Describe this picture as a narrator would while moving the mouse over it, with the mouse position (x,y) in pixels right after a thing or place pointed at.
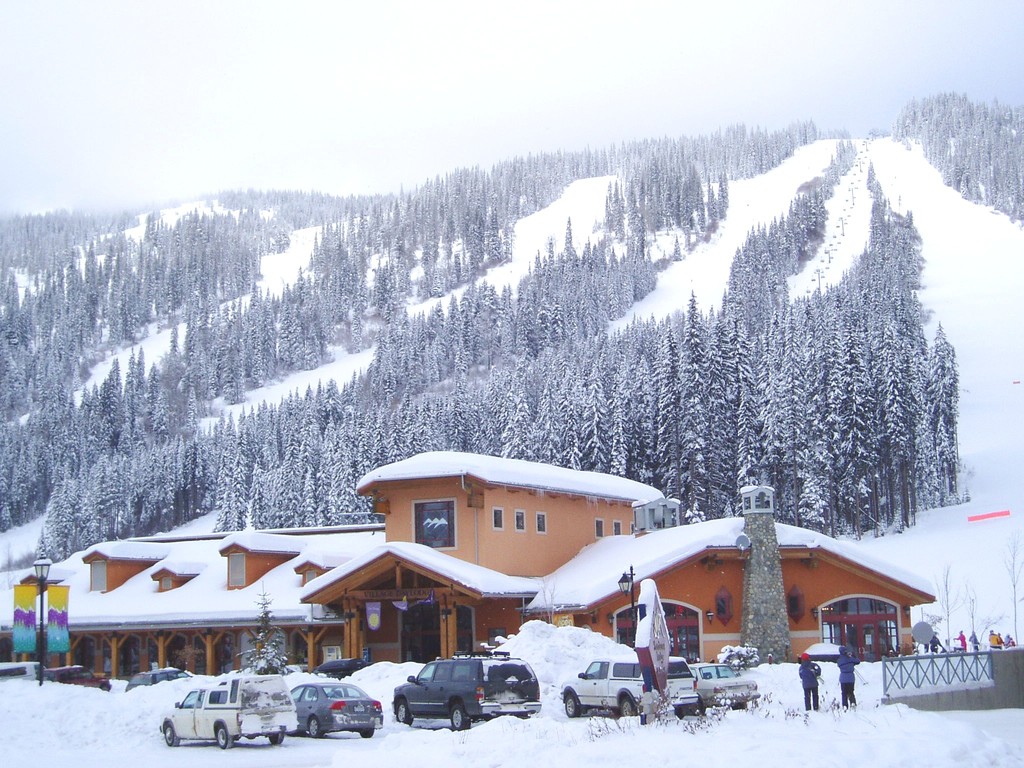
In this picture there are few vehicles (622,698) on the snow (519,721) and there is a building (386,580) and trees (444,397) covered with snow (566,584) in the background (489,388).
